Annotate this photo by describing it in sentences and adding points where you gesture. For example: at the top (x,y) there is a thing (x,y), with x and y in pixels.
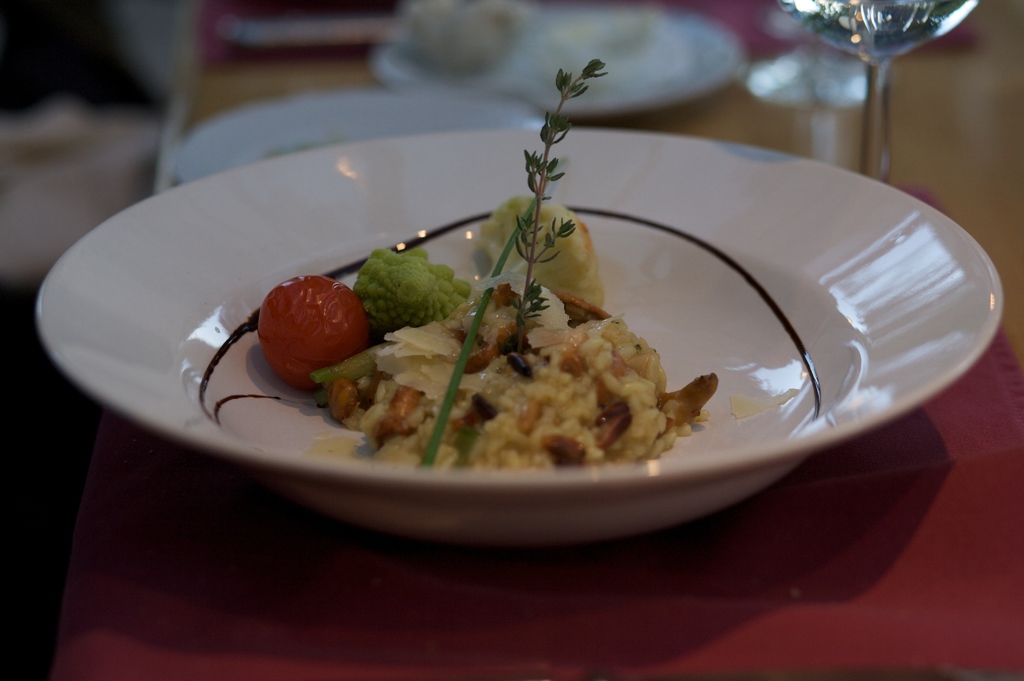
In this image we can see a bowl (901,203) on the table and some food (460,335) in the bowl (299,399).
